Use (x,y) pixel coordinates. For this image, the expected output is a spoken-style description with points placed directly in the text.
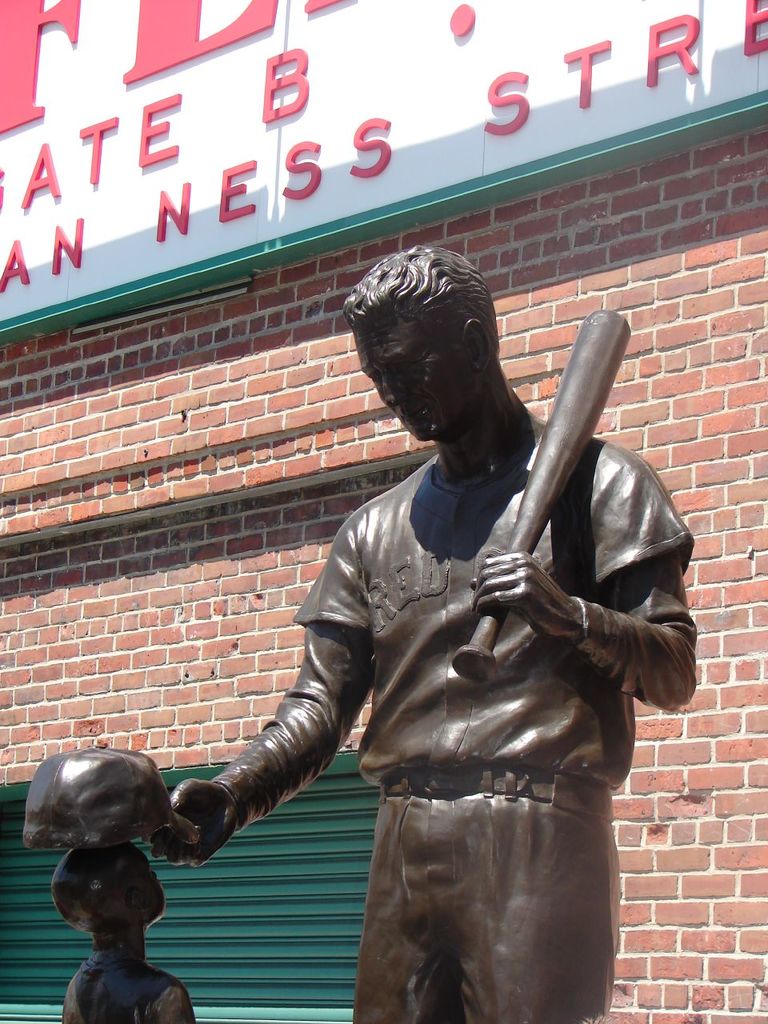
In this picture I can observe a statue (337,600) of a human (373,634) holding a baseball bat (487,625). The statue (431,686) is in brown color. I can observe a white color board (281,98) on which there is some text (149,54) which is in red color. In the background (149,497) there is a wall (668,891) and a green color shutter (174,892).
